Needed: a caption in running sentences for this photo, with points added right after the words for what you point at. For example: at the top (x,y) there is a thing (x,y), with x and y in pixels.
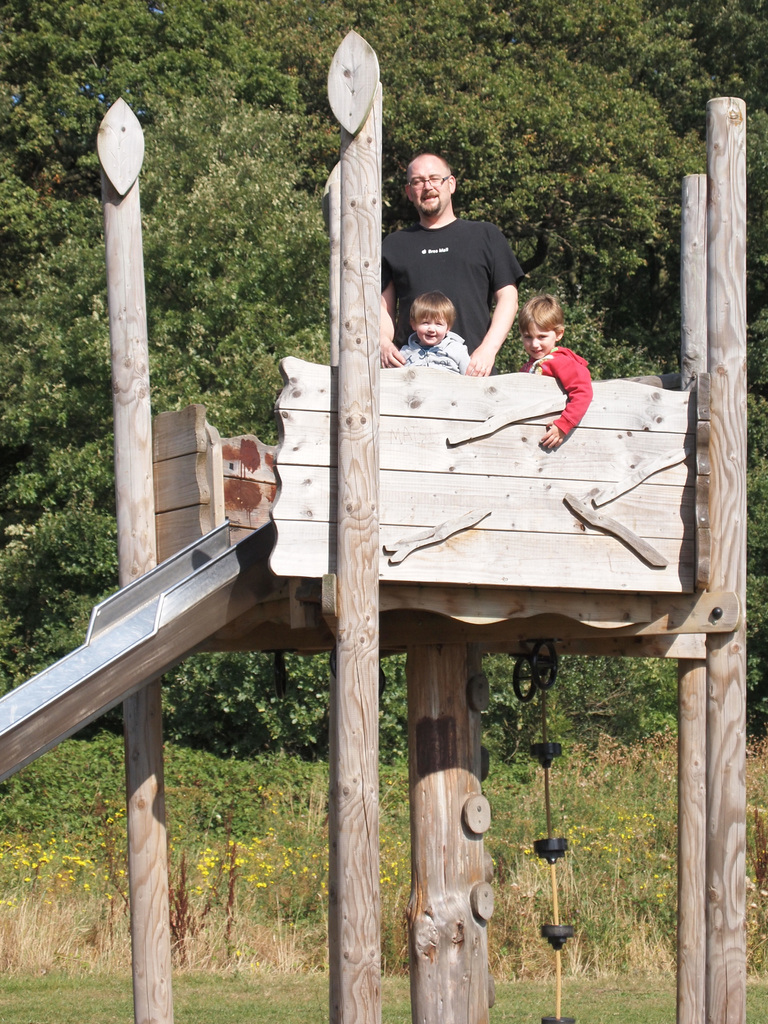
In this image we can see a man (478,312) and two kids (530,341) on the top of the slide (43,681) which is made of wooden sticks (680,580) and a metal sheet (79,664) and there are few trees (269,169) in the background (319,166).
